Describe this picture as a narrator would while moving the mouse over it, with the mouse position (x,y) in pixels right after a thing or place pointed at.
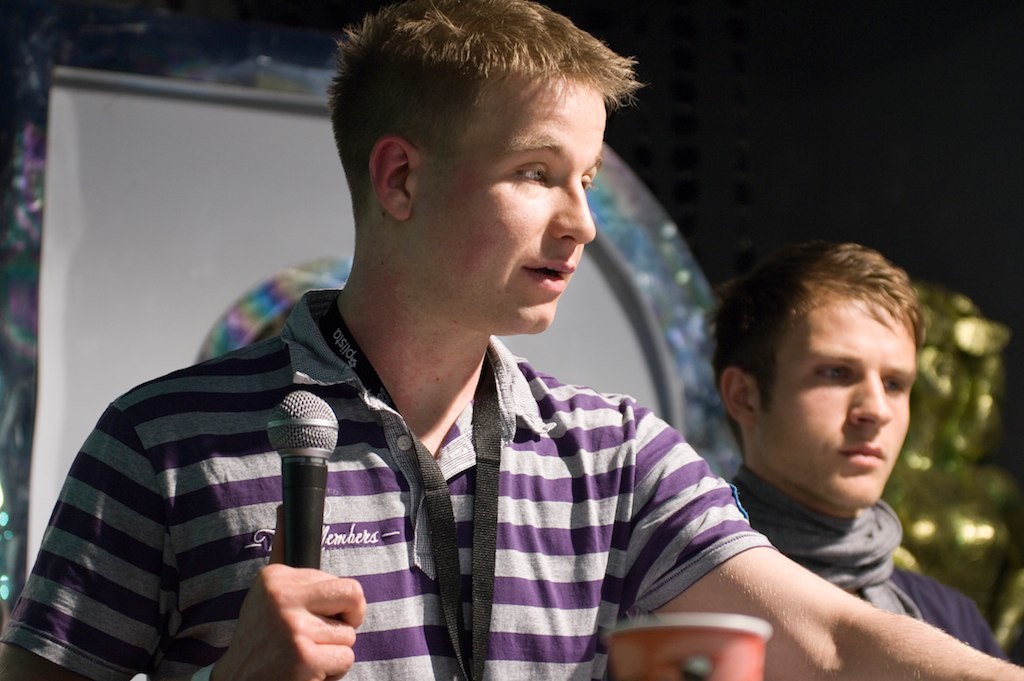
In this picture we can see man (527,123) holding mic (303,420) with his hand (279,582) beside to him other man (852,287) wore scarf (823,547) and in front of them we can see glass (629,640) and in background (330,256) we can see wall (891,178), some light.
